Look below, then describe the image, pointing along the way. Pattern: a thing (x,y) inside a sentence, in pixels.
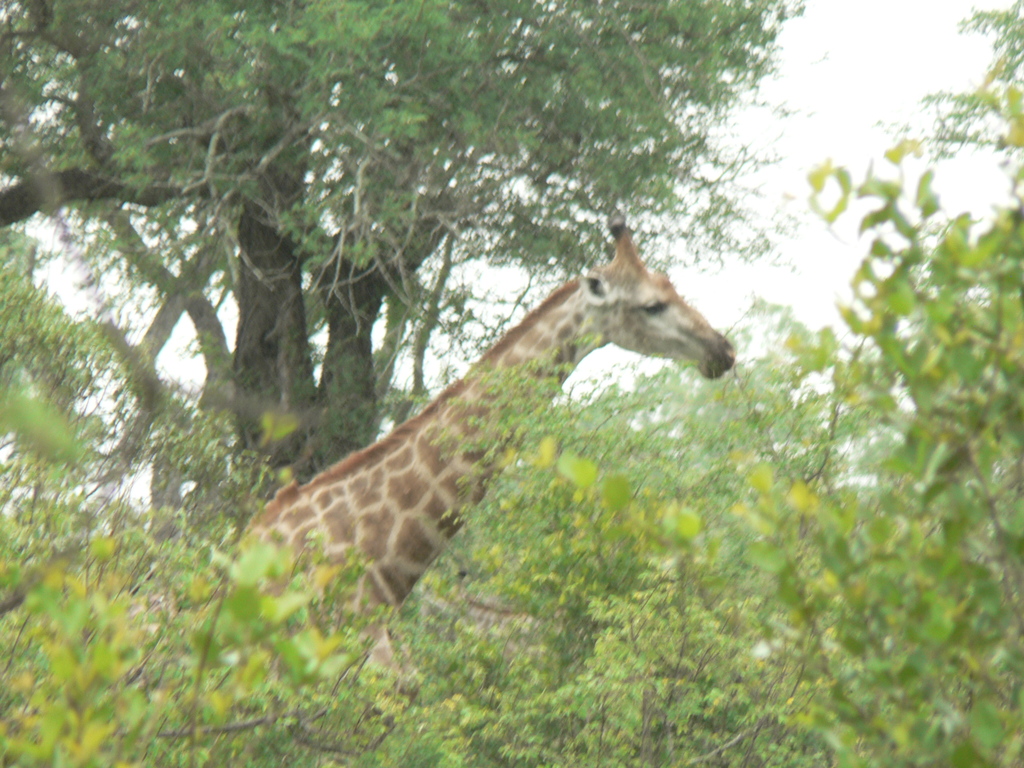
As we can see in the image there is a giraffe (611,333), plants (376,720) and trees (425,126). On the top (794,96) there is a sky (794,96).
